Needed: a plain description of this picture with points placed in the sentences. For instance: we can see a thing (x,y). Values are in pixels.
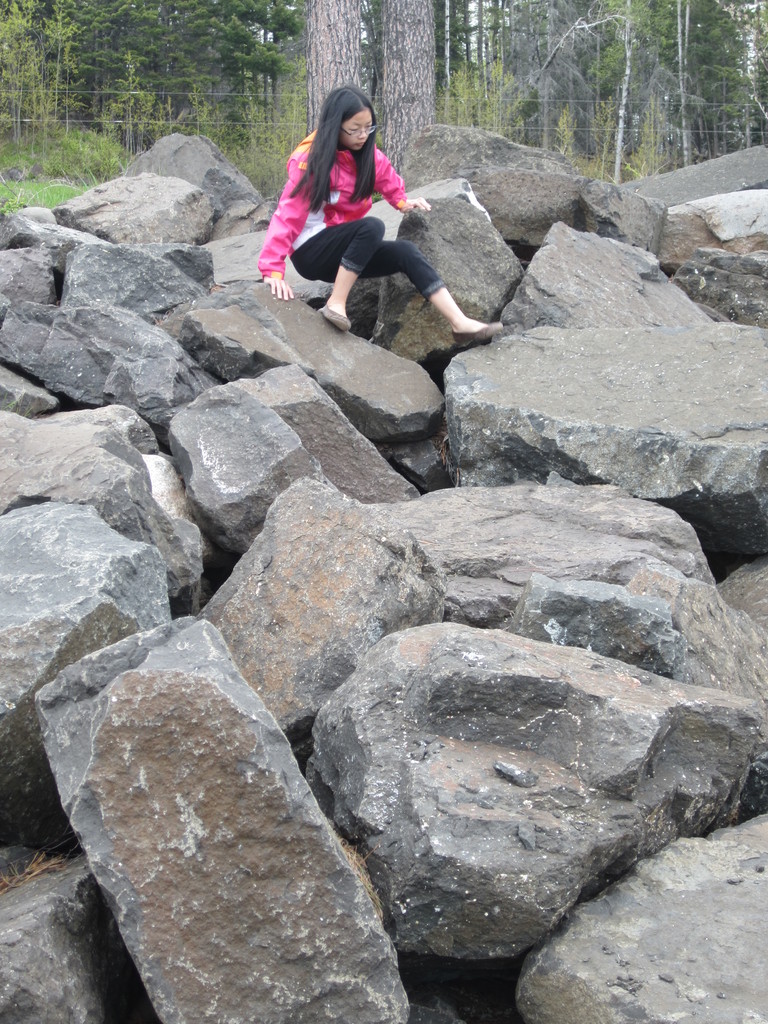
In this image there are trees (277,72) truncated towards the top of the image (30,72), there are plants (253,119), there are plants (37,62) truncated towards the left of the image (20,46), there is grass (37,197) truncated towards the left of the image (17,185), there are rocks (128,257), there is a person (274,280) on the rock (374,362), there are rocks (606,413) truncated towards the right of the image (680,941), there are rocks (267,986) truncated towards the bottom of the image (453,996), there are rocks (51,1006) truncated towards the left of the image (27,341).
